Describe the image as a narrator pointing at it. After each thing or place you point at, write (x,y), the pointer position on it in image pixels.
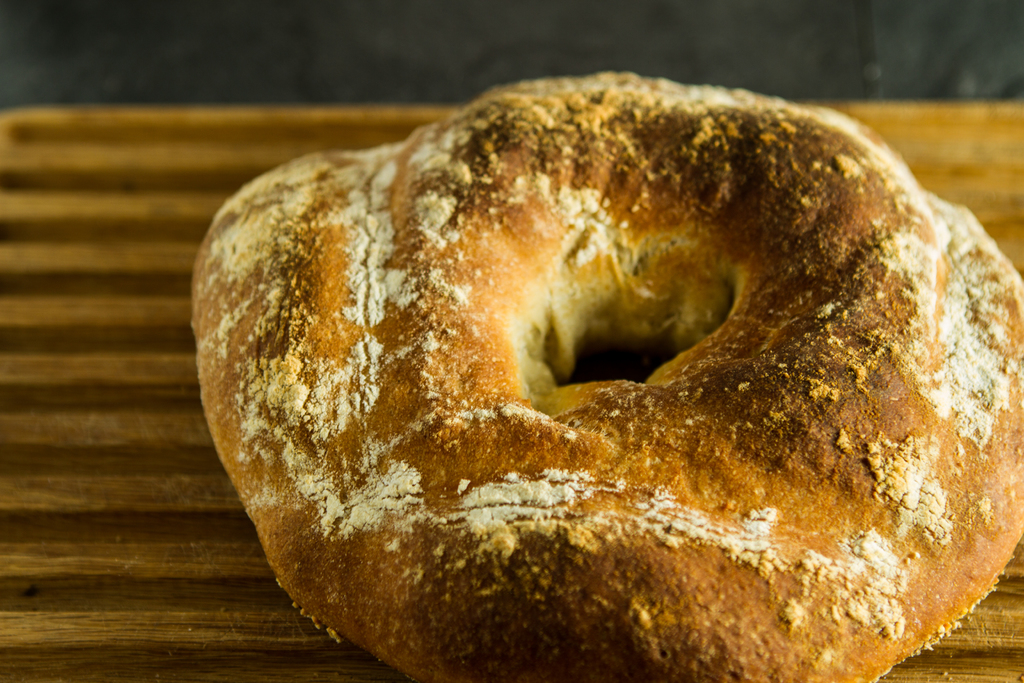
In this image I can see a food (465,367) on the brown color board (127,338). Food (424,375) is in brown and white color.
